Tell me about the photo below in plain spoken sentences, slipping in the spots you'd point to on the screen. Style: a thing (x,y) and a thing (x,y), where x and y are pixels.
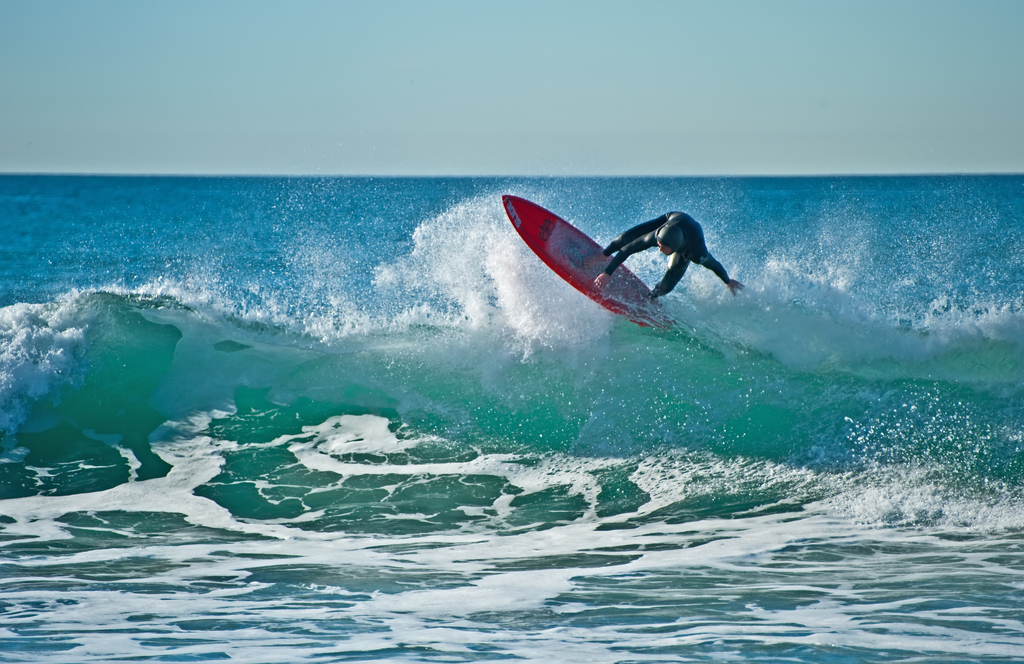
In this image we can see a person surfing a surfboard (620,304) on the water (629,329) and in the background (478,87), we can see the sky (55,95).
